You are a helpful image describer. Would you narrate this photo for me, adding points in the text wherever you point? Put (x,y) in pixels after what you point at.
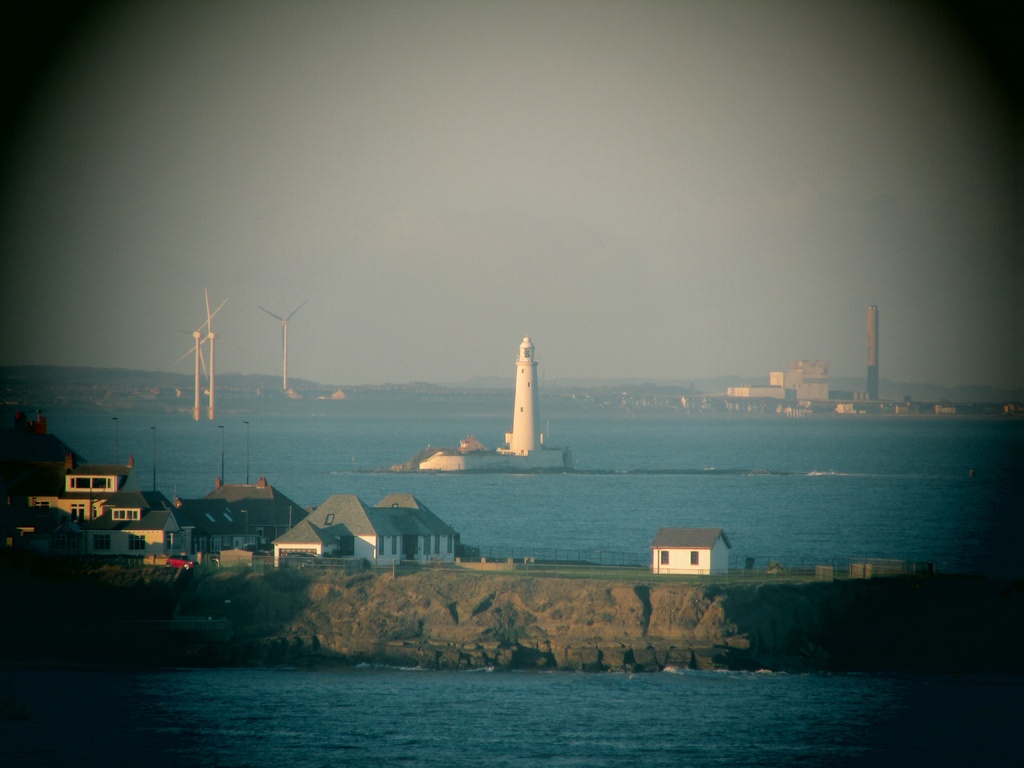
In this image there are some houses (390,510), tower (529,386), wind mills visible in the middle of the sea (689,451), there are some buildings (825,379) visible in the middle (511,448), at the top (477,215) there is the sky (448,191).
